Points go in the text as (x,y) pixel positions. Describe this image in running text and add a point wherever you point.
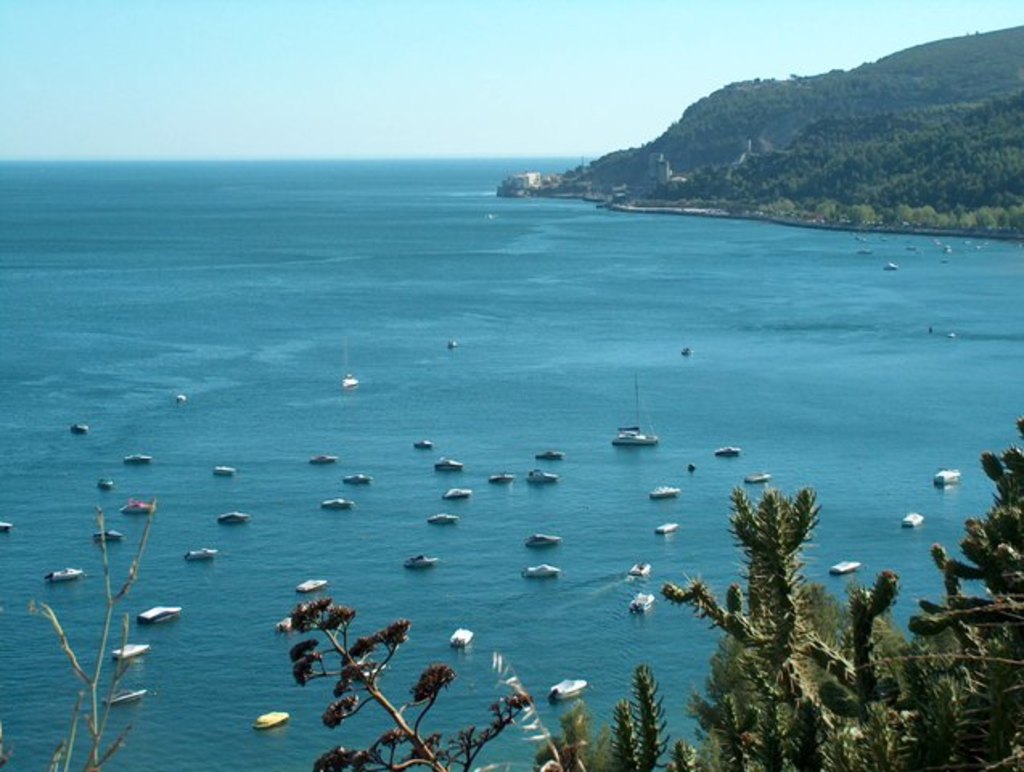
In this image I can see boats (551,453) on the water (499,465). On the right side (869,141) I can see hills (871,167) and trees (843,156). In the background (453,49) I can see the sky (384,104).
